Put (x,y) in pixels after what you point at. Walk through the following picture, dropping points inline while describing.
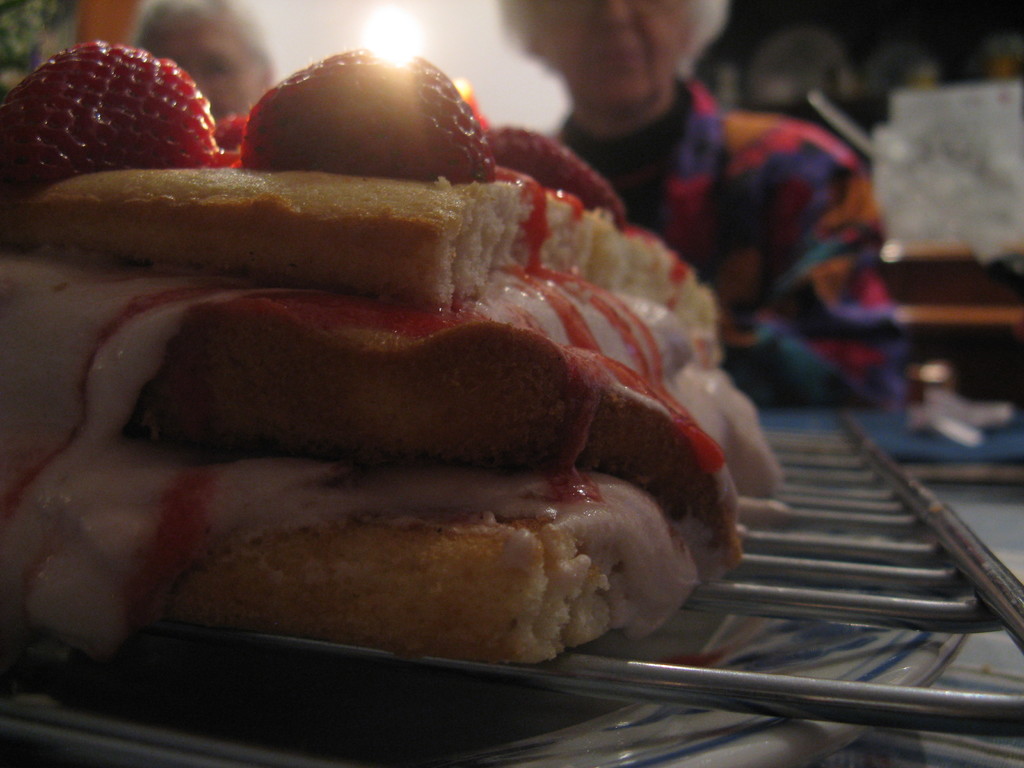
In this picture we can see food (263,336) on a grill (774,562) and in the background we can see people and some objects (1005,415).
